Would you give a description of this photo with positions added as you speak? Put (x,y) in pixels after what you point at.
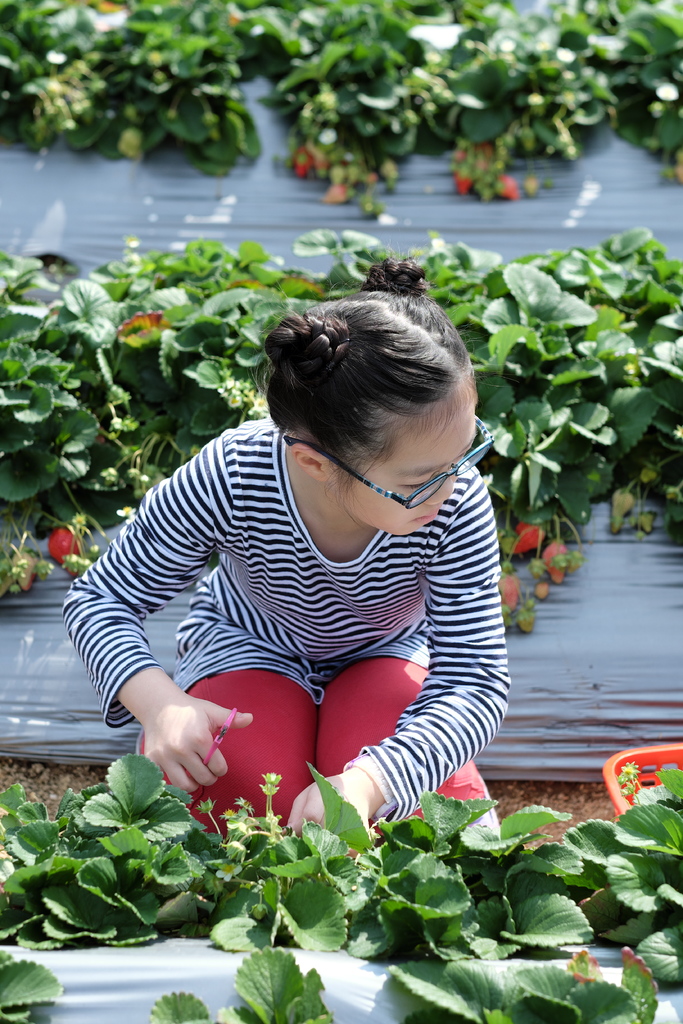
In the picture I can see a girl (144,517) and she is holding a scissor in her right hand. It is looking like a garden (209,380) as I can see the green plants (533,421). It is looking like a basket (647,750) on the ground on the right side (616,765).
